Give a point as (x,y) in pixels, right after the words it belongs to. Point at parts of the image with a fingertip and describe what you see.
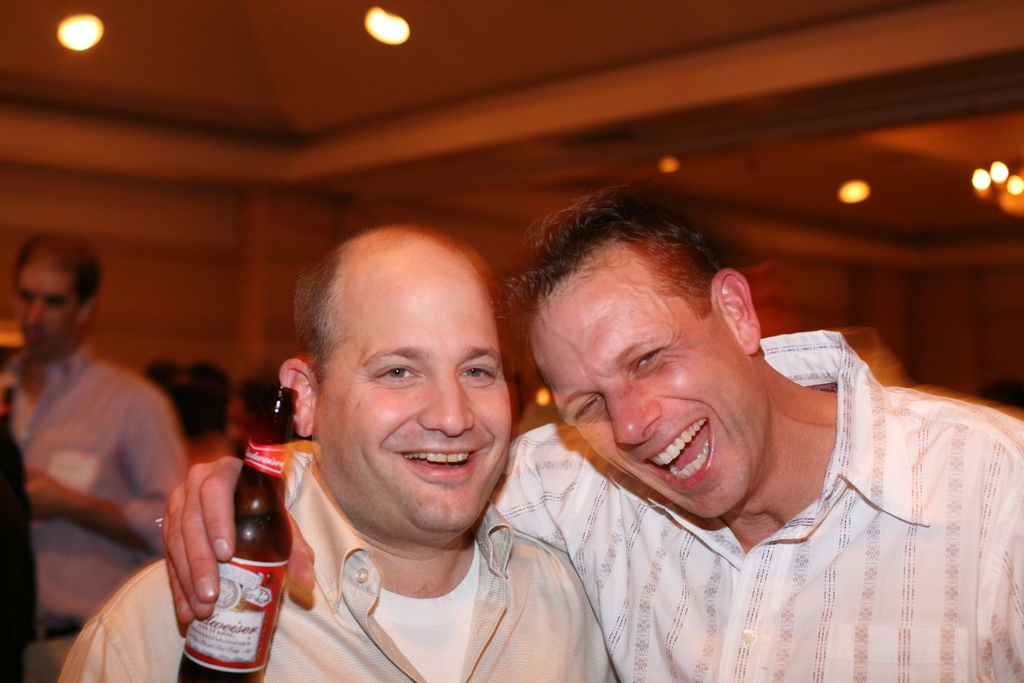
2 people (607,543) are standing in the front (661,593) and smiling. the person (700,562) at the right (690,559) is wearing white shirt (691,564) and holding glass bottle (241,565) in his hand (202,562). behind them at the left (74,450) a person (74,450) is standing. at the back (202,326) there are walls (244,182) and on the top (91,35) there are yellow lights (401,30).
